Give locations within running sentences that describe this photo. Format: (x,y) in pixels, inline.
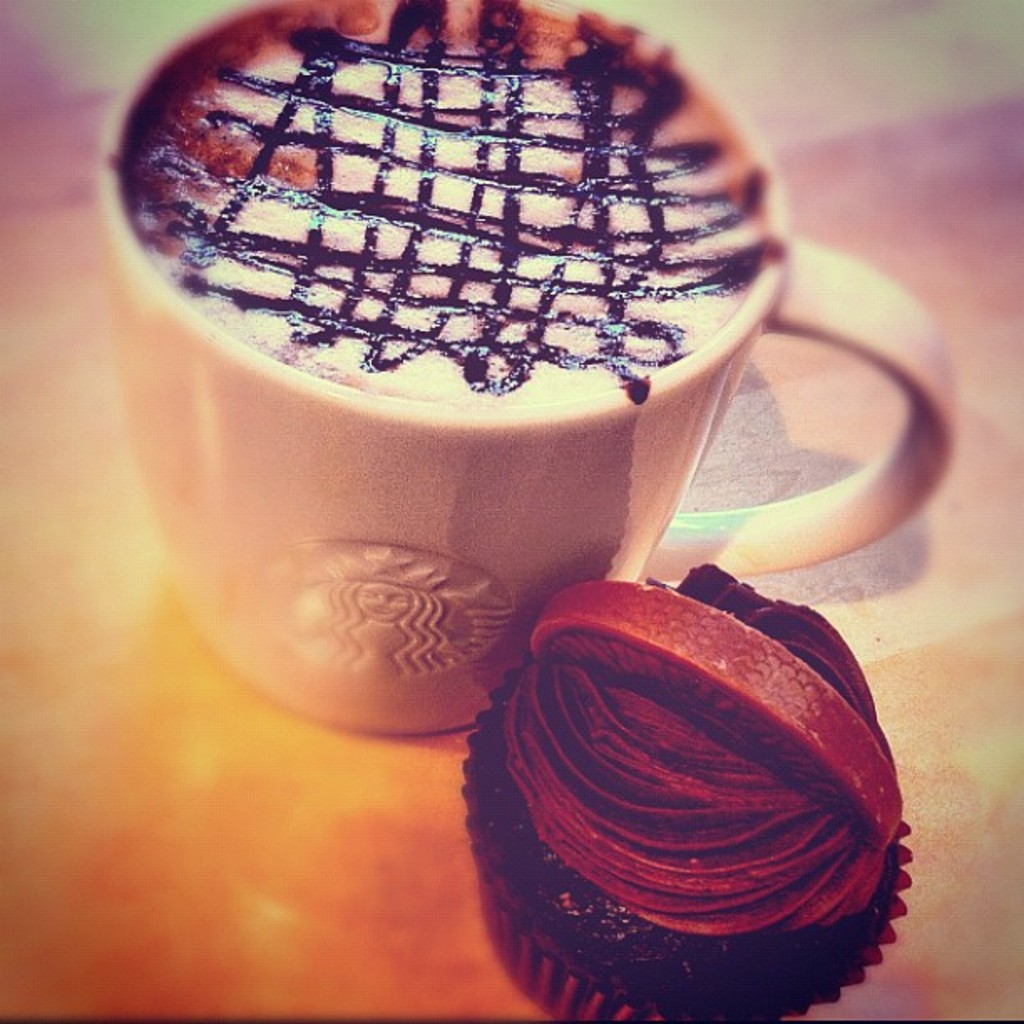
In this image, we can see a cup (341,440) with coffee (325,272) and muffin (779,913) are placed on the surface (956,458). The borders of the image, we can see blur view.
